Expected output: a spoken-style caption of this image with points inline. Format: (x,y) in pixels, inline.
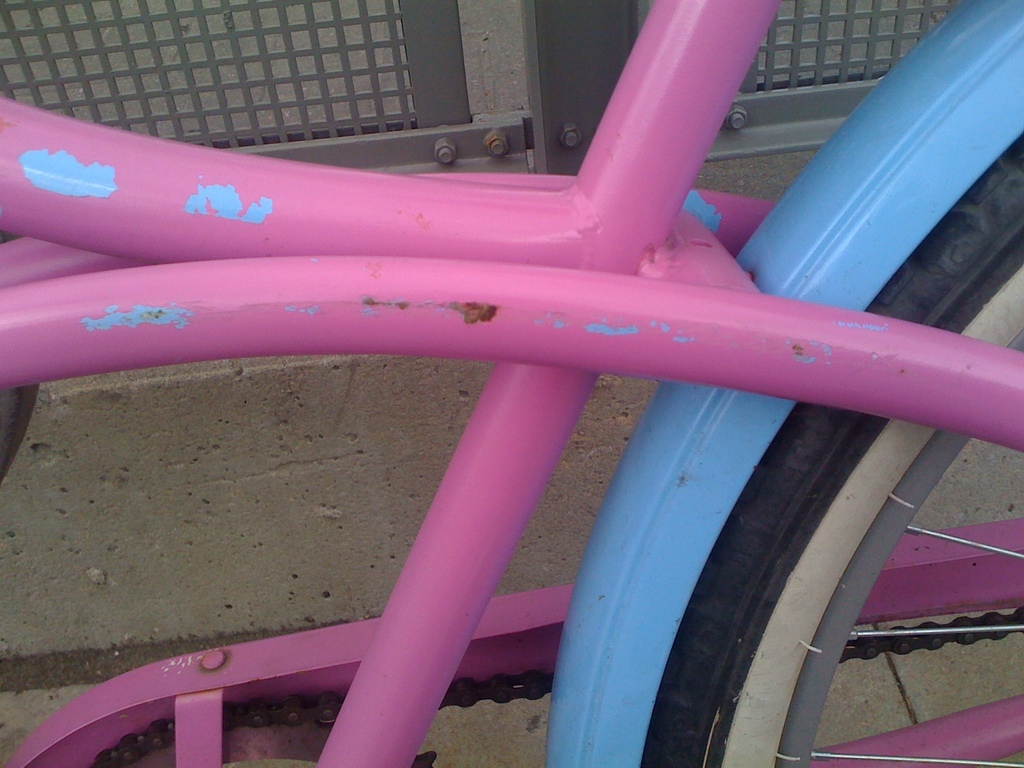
In this image there is a bicycle (668,317), there is ground (418,526), there is a metal fence (364,68) towards the top of the image (199,109).
